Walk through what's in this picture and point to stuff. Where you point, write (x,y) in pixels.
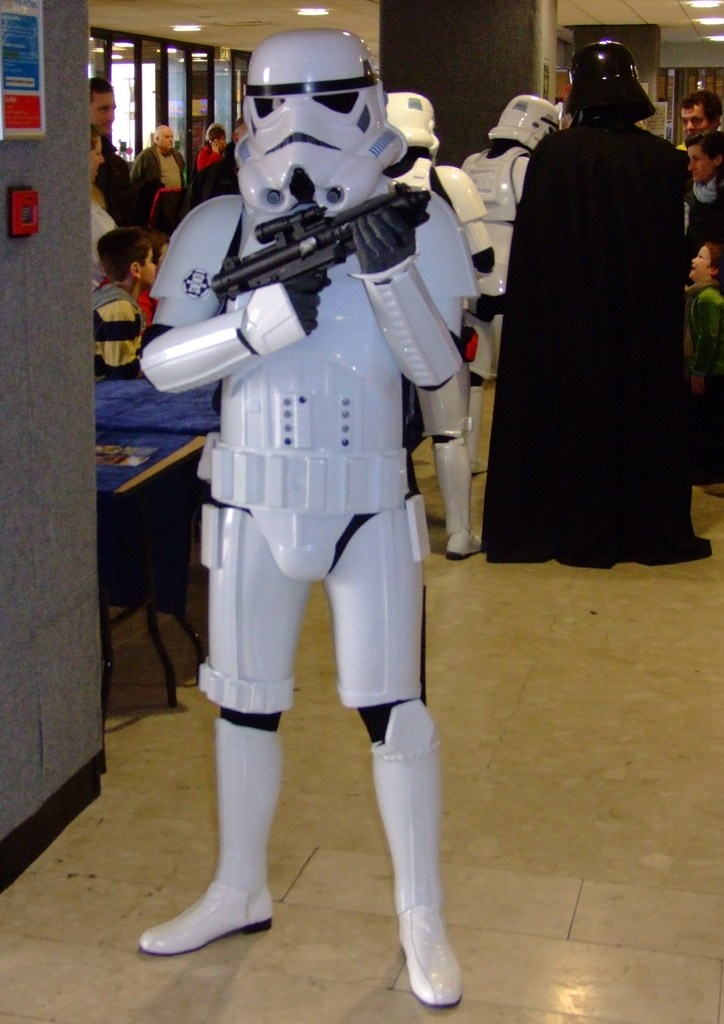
In this image, there are a few people (416,258). Among them, some people (431,370) are wearing costumes (435,310). We can see the ground (691,796) and the roof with some lights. We can also see the wall (32,539) with some objects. We can see a board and some glass (124,93). We can also see a table (140,503) with some objects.
